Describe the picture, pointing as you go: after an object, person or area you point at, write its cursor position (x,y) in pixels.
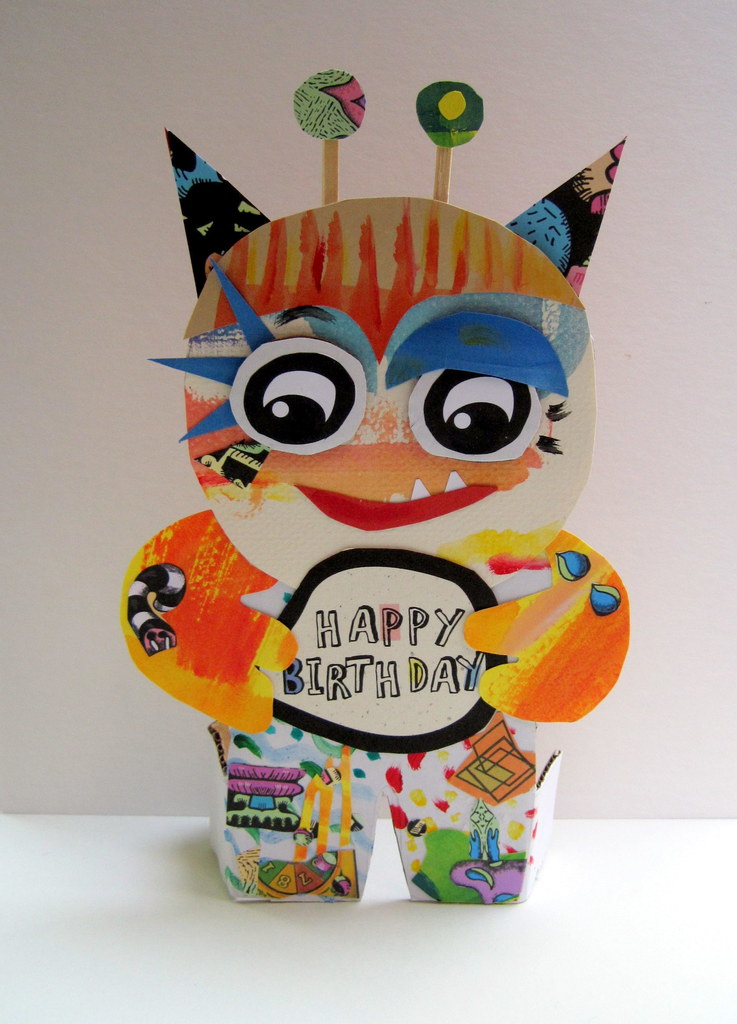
In this picture we can see a toy (314,829) on the ground (467,1008) and in the background (636,745) we can see the wall (39,143).
